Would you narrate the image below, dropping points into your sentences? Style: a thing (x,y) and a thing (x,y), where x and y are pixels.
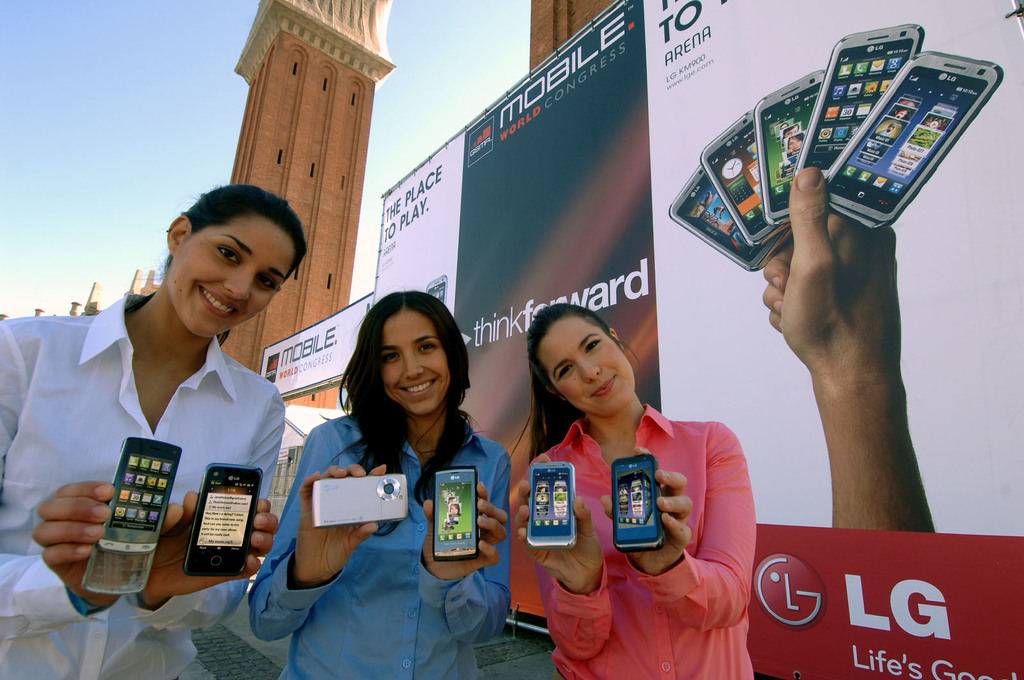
In this image the three girls (370,447) are standing on the floor (543,666) and holding some mobiles (645,530) and behind the girls (689,514) one big poster (730,228) and one building (307,88) is there the background (402,106) very sunny.
